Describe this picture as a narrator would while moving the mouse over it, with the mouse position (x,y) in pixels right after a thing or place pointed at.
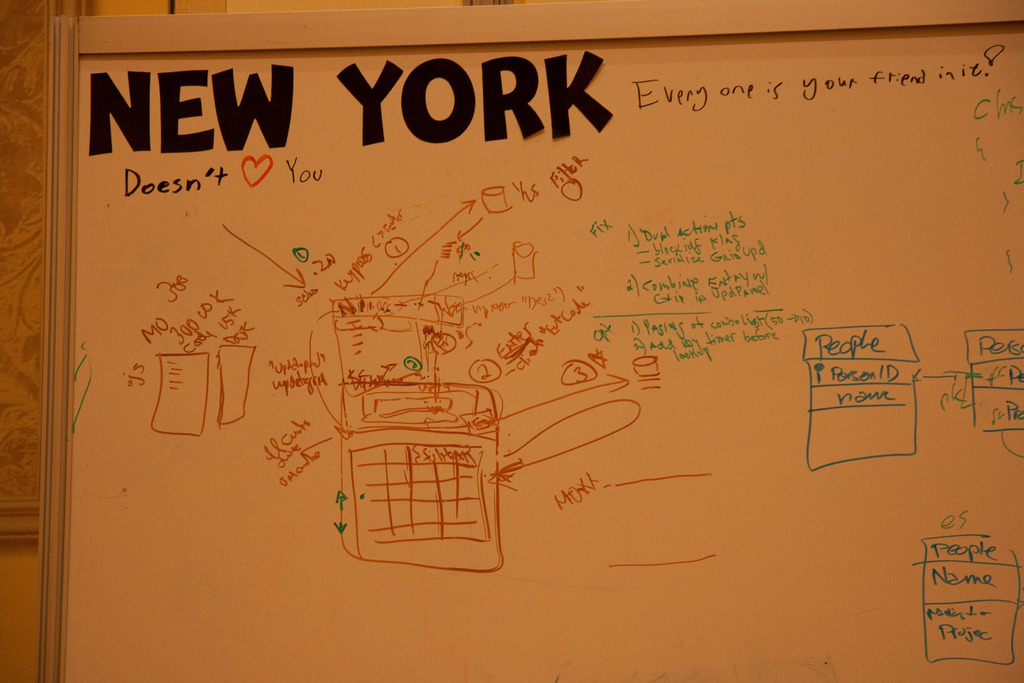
In the image I can see a board (408,324). On the board (494,353) I can see some diagrams (460,423) and text (508,310) written on it.
